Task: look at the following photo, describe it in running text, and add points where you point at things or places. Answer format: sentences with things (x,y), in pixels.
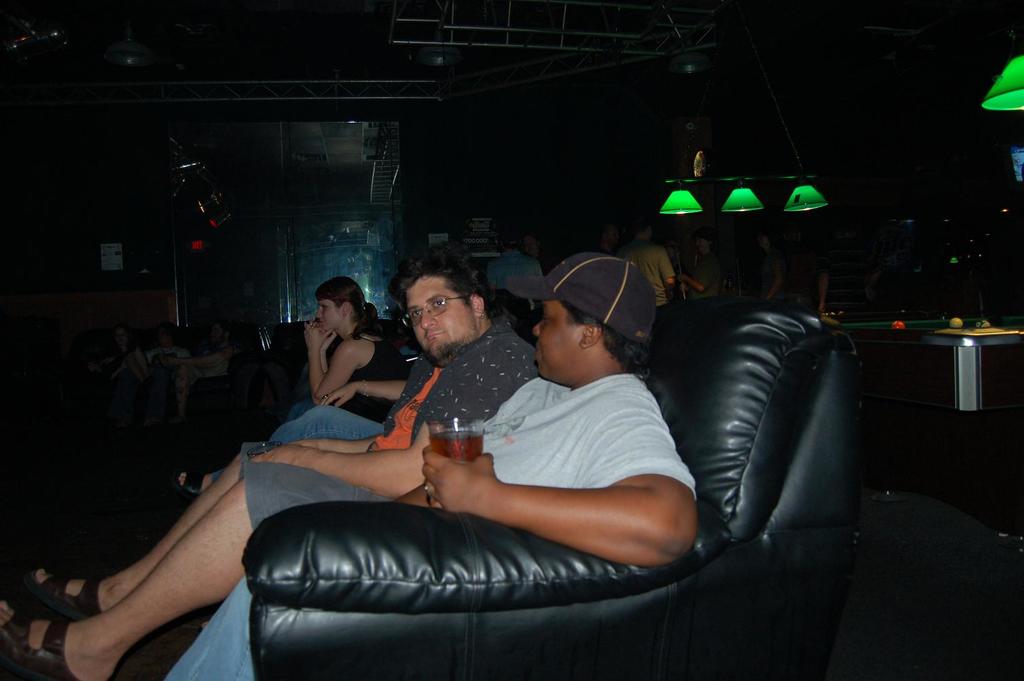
In this image, we can see people (635,270) sitting on sofas (369,600) and one of them is holding a glass (437,440) with drink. In the background (404,97), there are rods (575,70) and we can see lights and some people (767,275) are standing and there are balls (897,320) on the stand (906,348).
